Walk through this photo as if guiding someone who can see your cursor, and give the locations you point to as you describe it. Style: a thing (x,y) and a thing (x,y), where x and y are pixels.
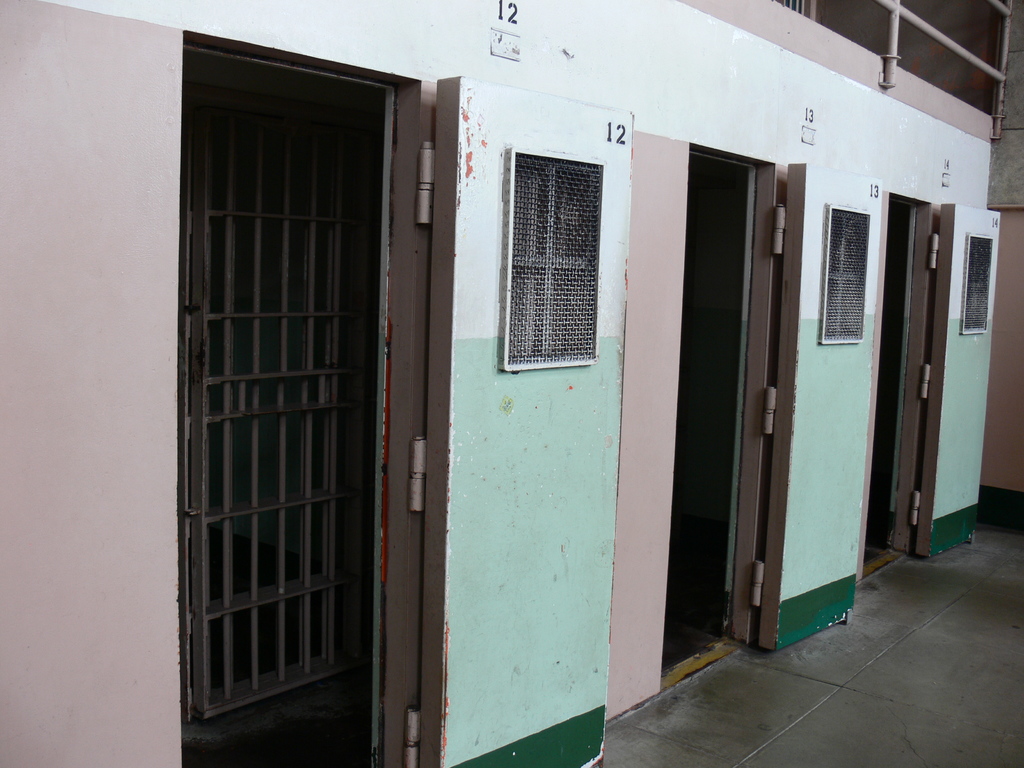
In this image there is a wall (89,460) and there are doors (801,368), windows (541,311) and there are numbers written on the wall (911,167). On the top (896,47) there is a railing (918,20).
